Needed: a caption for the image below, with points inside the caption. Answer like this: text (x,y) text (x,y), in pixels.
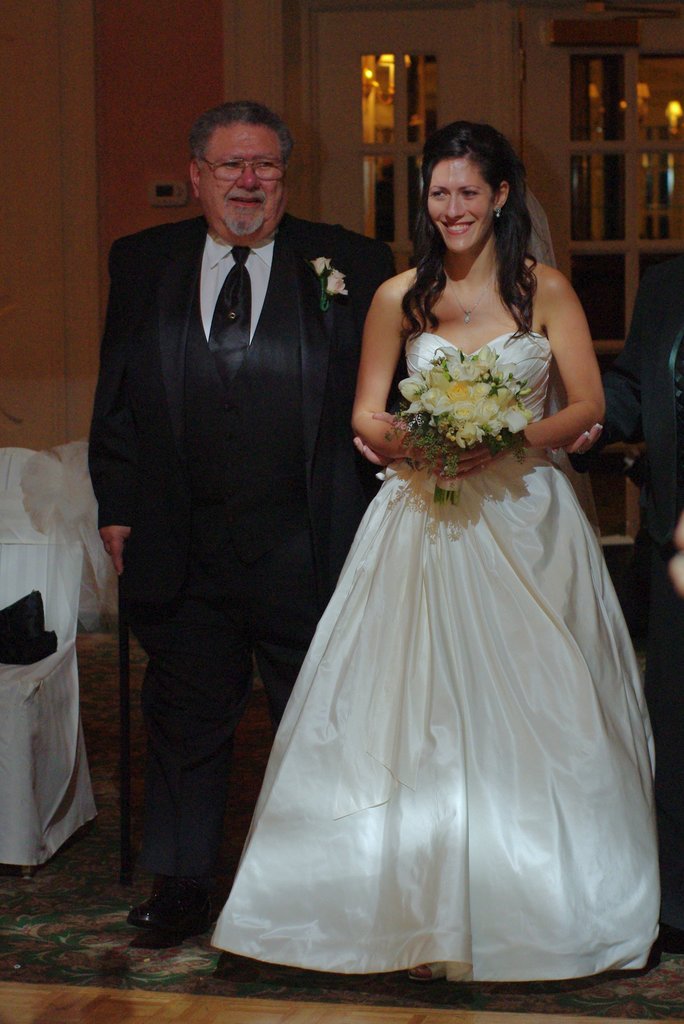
The girl (453,544) in white dress (426,535) is holding a flower bouquet (439,442) in her hands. She is walking. Beside her, the man (213,440) in black blazer (301,292) is also walking. Both of them are smiling. Beside him, we see a chair (62,596). In the background (187,70), we see a wall (183,65) and a door (602,229). This picture might be clicked in the banquet hall (258,1023).
